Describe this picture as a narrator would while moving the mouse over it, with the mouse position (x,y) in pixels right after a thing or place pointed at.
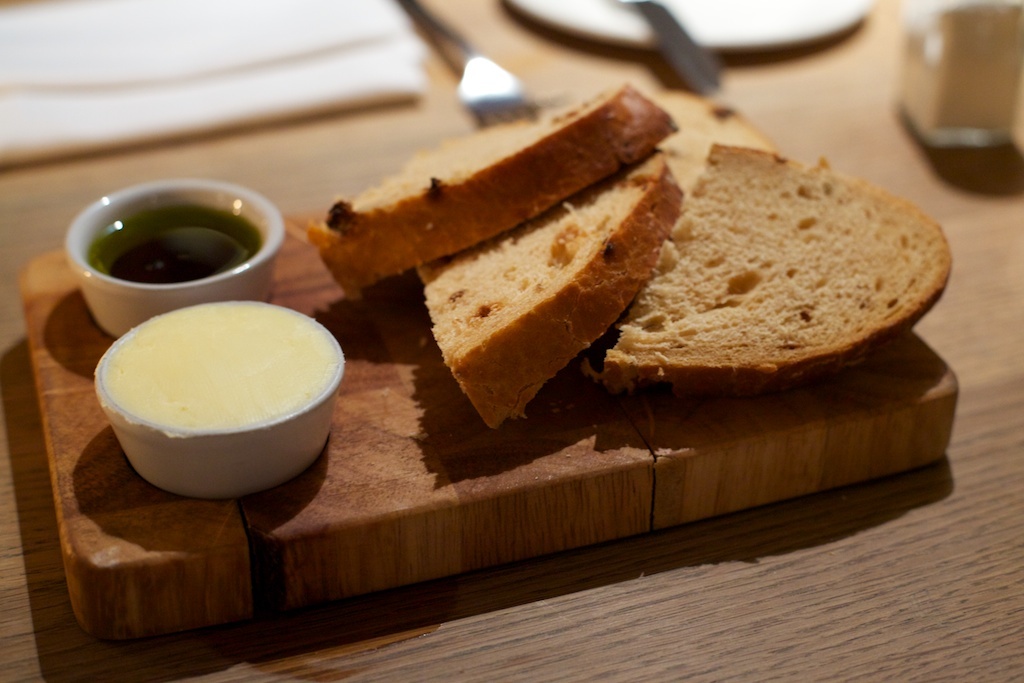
In this image we can see a serving tray (506,443) which has slices of bread (563,226) and two bowls of dips (185,302).
